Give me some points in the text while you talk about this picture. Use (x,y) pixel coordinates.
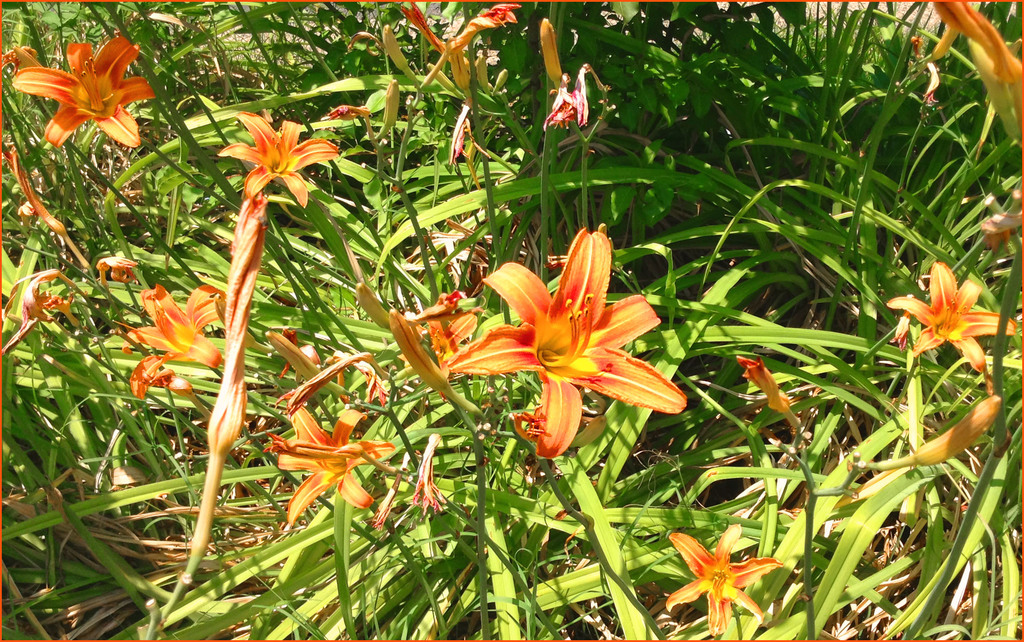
In this image, we can see plants (482,358) with flowers (645,317) and buds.
